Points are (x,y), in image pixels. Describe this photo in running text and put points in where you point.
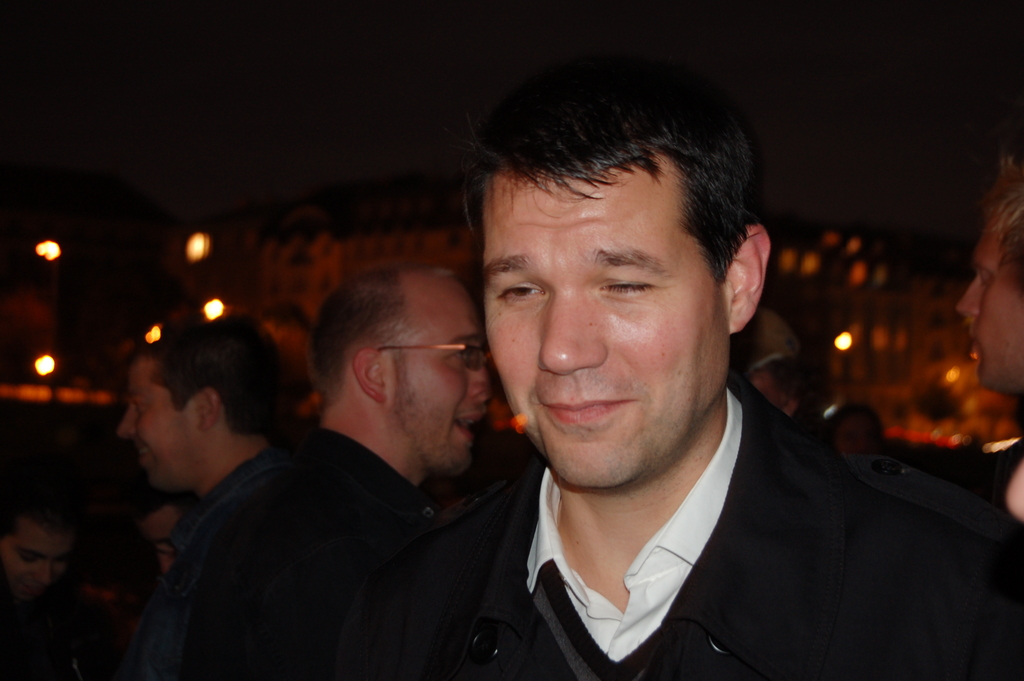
In this image we can see a few people (408,419), there are buildings (125,338), lights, and the background (69,337) is blurred.
